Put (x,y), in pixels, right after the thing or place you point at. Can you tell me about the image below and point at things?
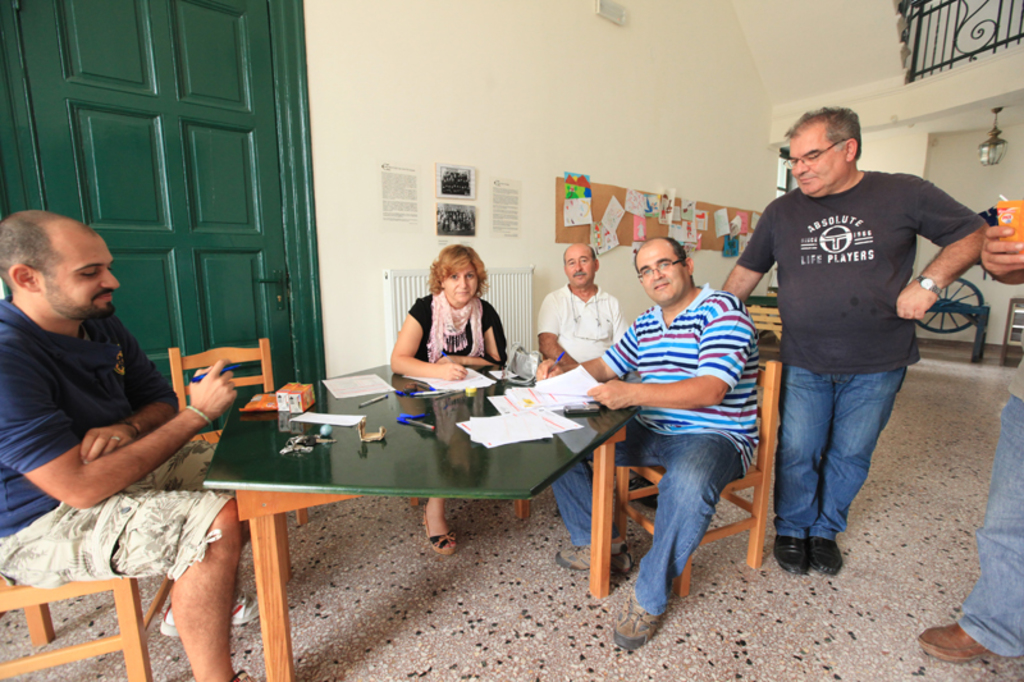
people (96,385) are sitting on the chairs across the table (456,468). on the table (516,454) there are papers (526,390) and pen (400,419). a person (858,387) is standing on the right (850,336). behind them there are papers (394,192) stuck. at the left (134,212) there is a green door (163,143).
